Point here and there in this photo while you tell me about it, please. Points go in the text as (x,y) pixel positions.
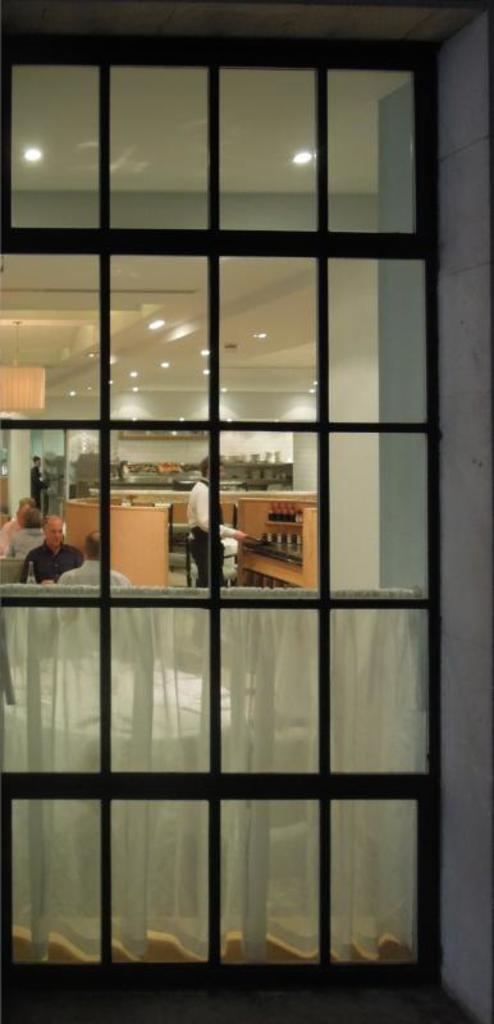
In this image I can see the glass (265,882). Through the glass (267,881) I can see the curtain (182,766) and few people (36,580) with different color dresses (122,583) and these people (92,551) are inside the building (40,437). I can see the lights (6,378) in the top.
